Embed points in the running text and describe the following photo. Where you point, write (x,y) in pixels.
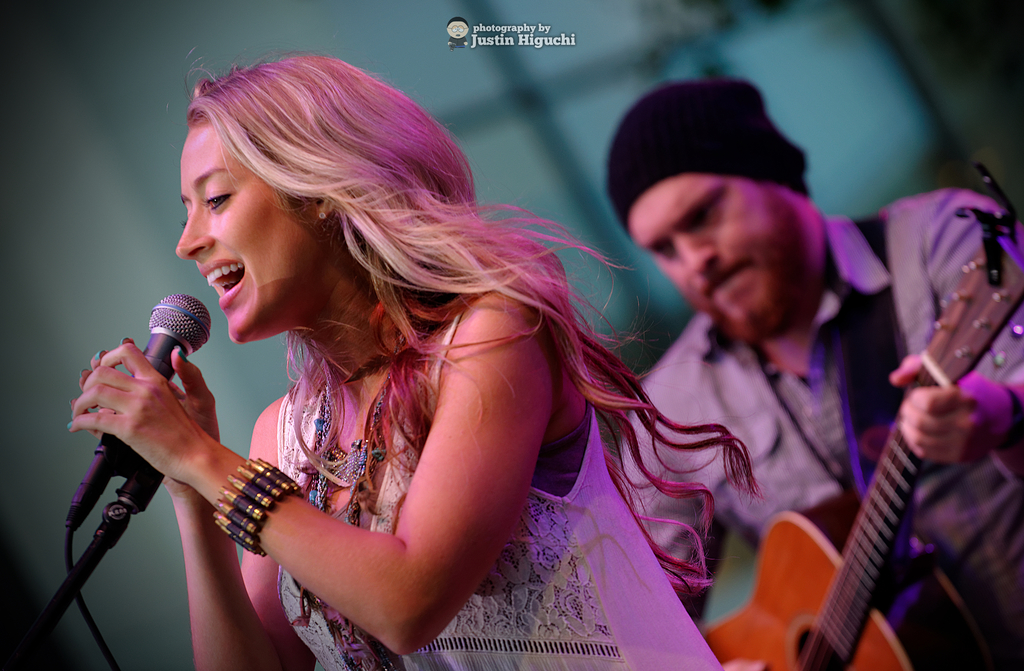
in this picture we can see a man (741,378) playing a guitar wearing a black cap (727,155). Here we can see one woman (517,362) standing and singing by holding a mike (155,350) in her hands (199,464).
